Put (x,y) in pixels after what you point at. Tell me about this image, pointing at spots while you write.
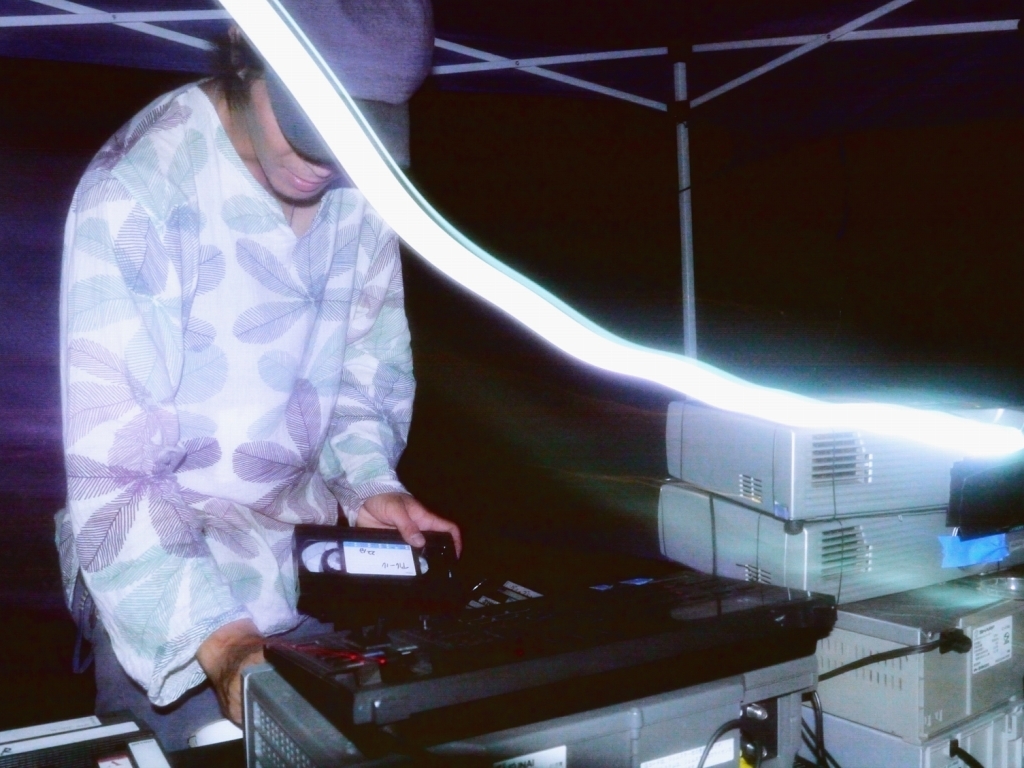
In the image I can see a person (402,442) wearing cap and standing in front of the table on which there are some electronic devices (691,763) and machines (691,763).
